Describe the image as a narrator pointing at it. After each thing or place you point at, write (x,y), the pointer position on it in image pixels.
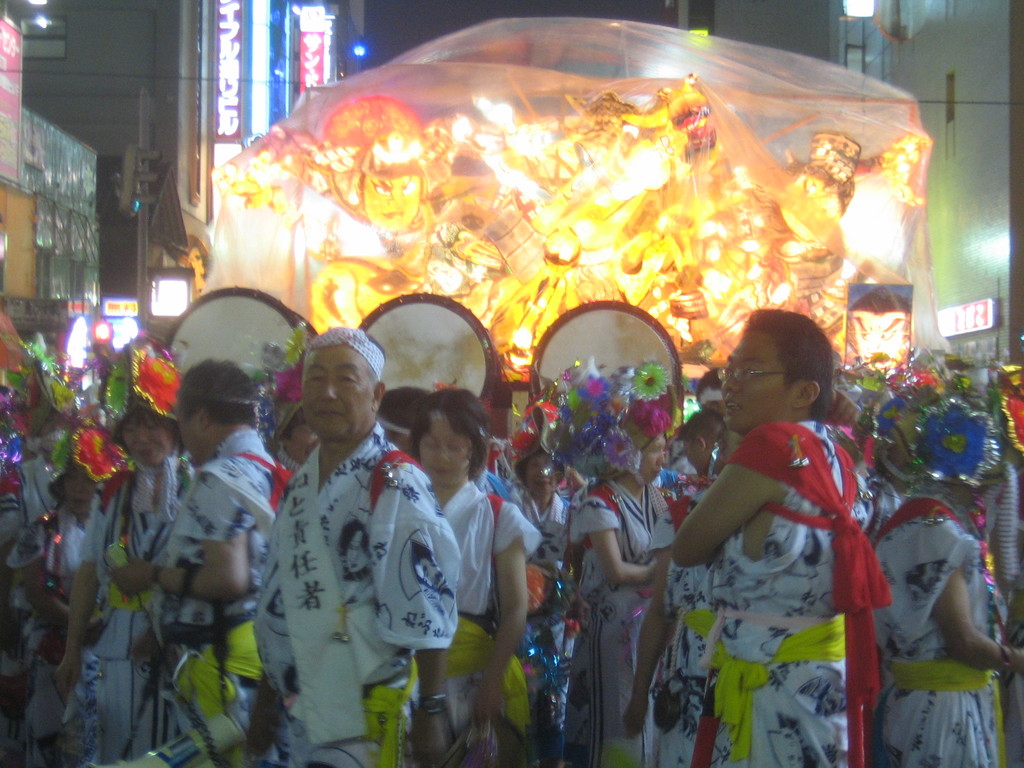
This picture describes about group of people (666,460), they are standing, in the background (203,52) we can see few buildings (196,214), hoardings (175,291), lights (77,325) and a pole (150,199).
